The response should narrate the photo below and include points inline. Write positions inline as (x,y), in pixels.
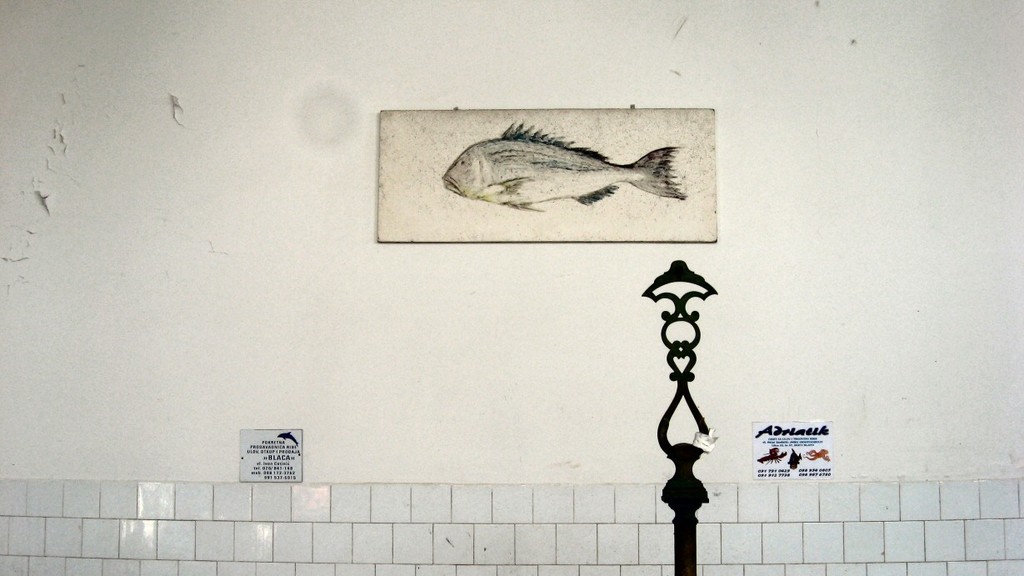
In this image there is a wall (869,486), on that wall (612,495) there are stickers (278,450) and a frame (419,177), on that frame (544,151) there is painting (506,173).
